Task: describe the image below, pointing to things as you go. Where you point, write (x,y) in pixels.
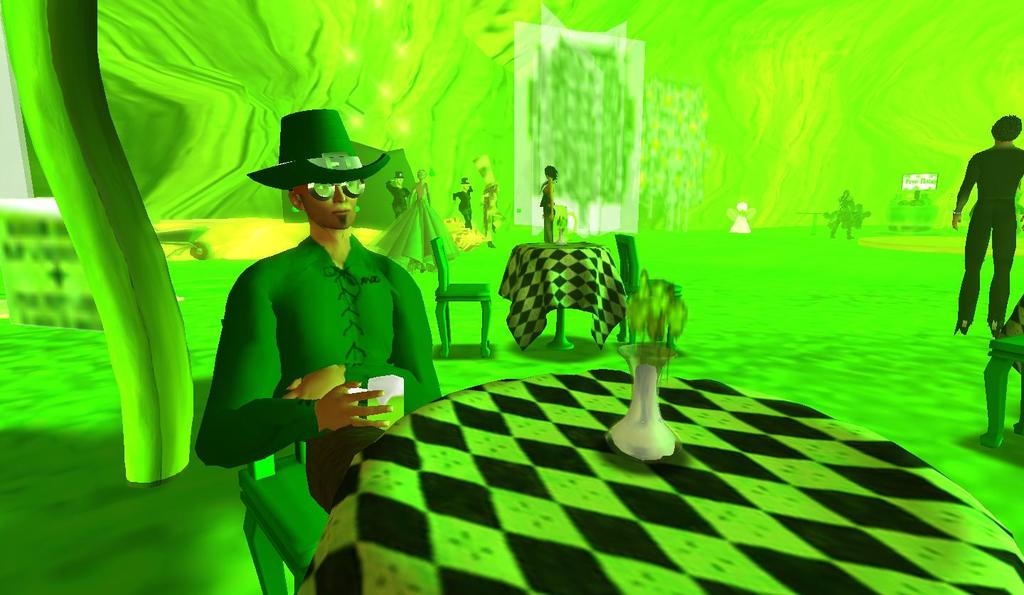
This animated picture, there is a man (298,325) sitting and holding a cup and we can see chairs (295,494) and objects (617,443) on tables (578,268). We can see people (442,235). In the background (602,42) it is green color.
